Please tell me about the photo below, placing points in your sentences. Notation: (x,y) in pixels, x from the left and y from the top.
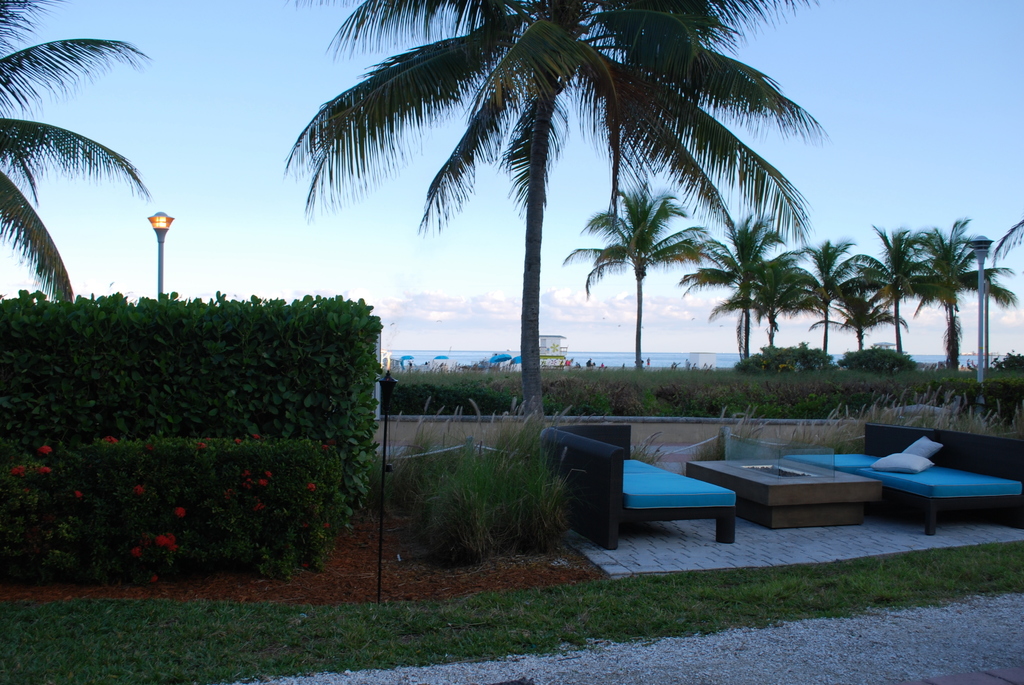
in this picture we can see the sky (178,19) is cloudy and there are trees (452,54) on the side, here on the ground (759,608) there is sofa (653,497), and at side there is grass (427,615) and here is light (161,225).
